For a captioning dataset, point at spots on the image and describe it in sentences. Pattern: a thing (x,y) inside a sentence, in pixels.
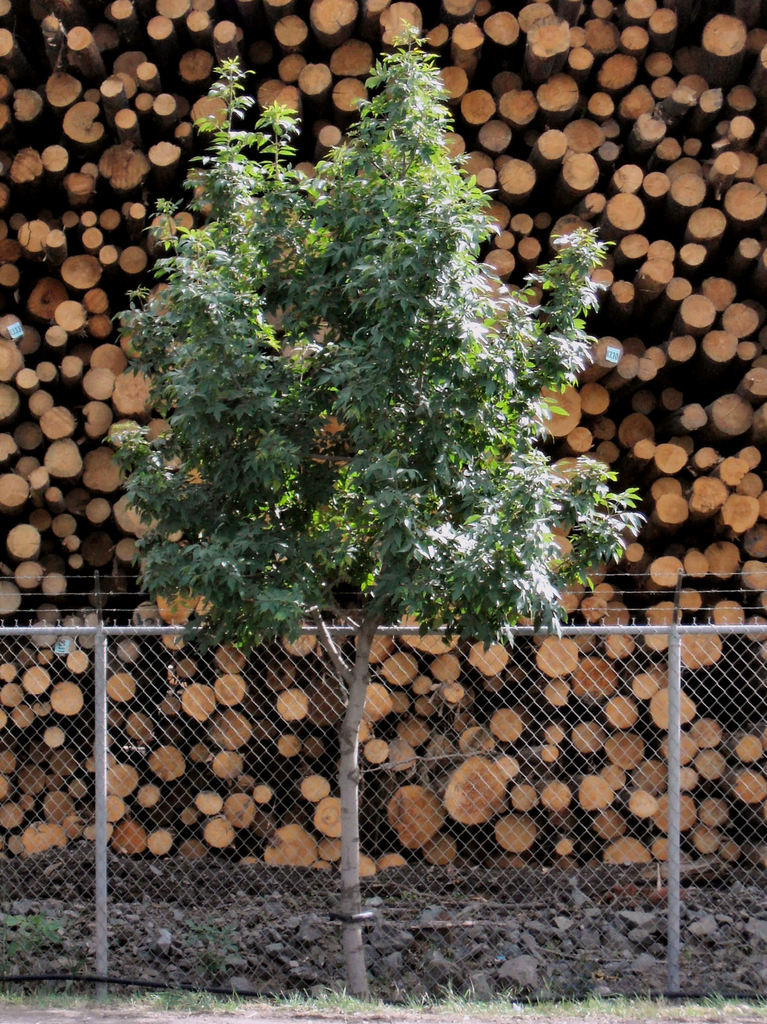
In this image I see the fencing (677,923), green grass (334,1002), a tree (235,103) and in the background (211,28) I see log of woods (731,417).
